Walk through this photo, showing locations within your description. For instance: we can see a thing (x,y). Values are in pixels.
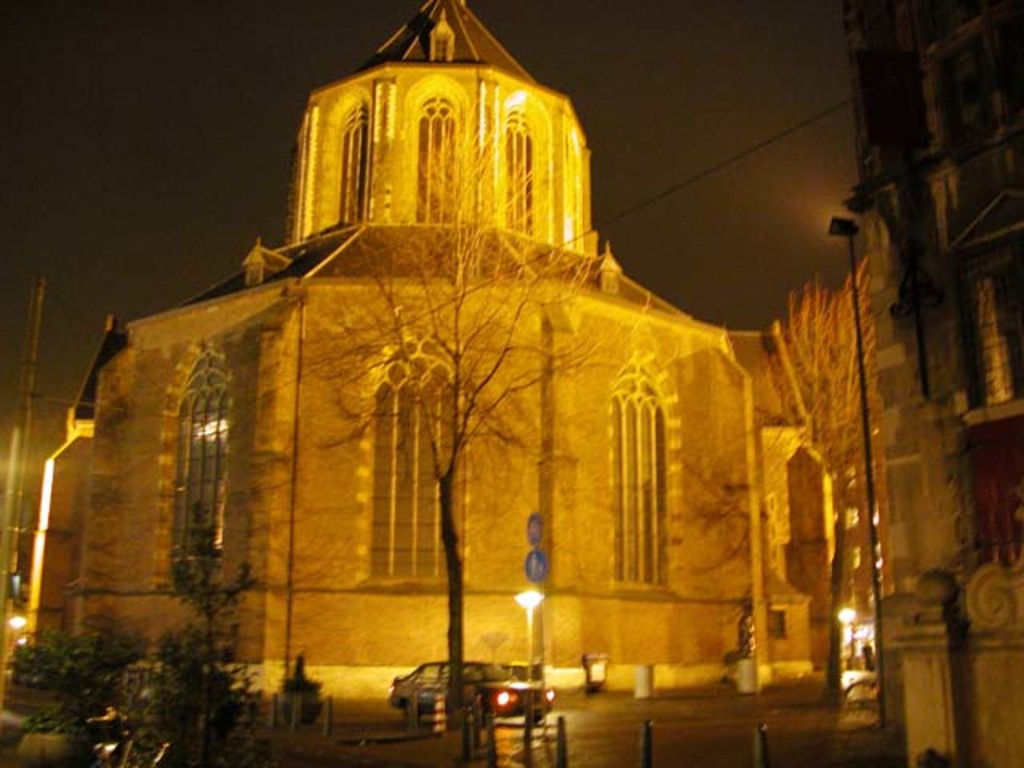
In the image there is a building (604,475) and around the building (376,666) there are trees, caution boards (530,557) and a vehicle (424,686).
